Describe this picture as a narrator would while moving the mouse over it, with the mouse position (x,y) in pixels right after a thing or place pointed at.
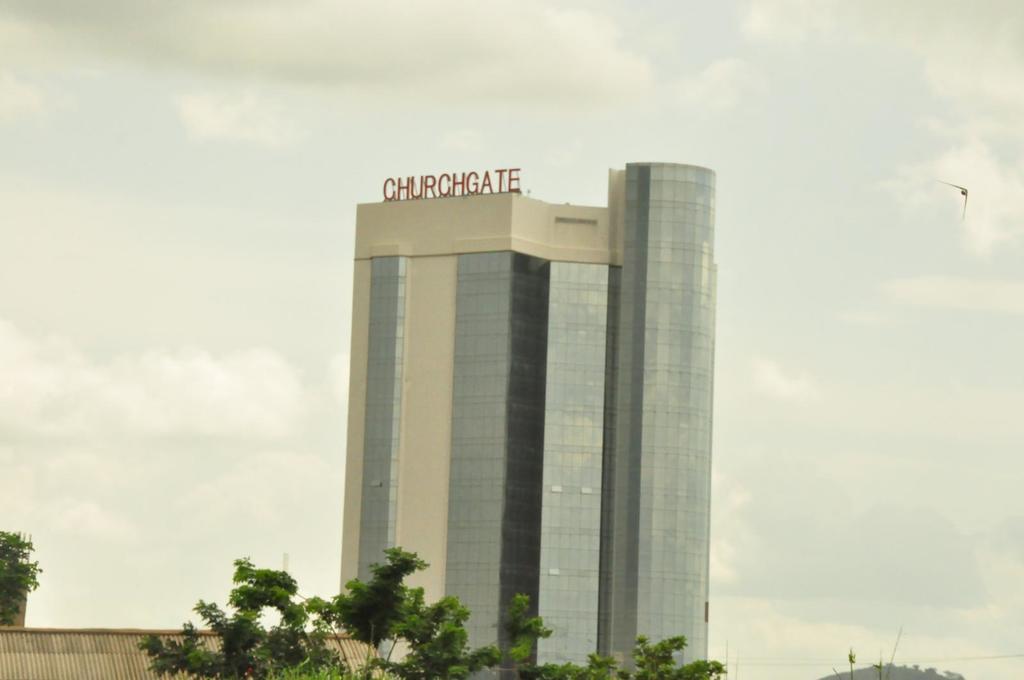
In the image we can see a building (546,551) which is made up of glass (505,457). Here we can see text (426,180), trees (406,606) and the cloudy sky (274,193). We can even see a bird (965,195) flying.
